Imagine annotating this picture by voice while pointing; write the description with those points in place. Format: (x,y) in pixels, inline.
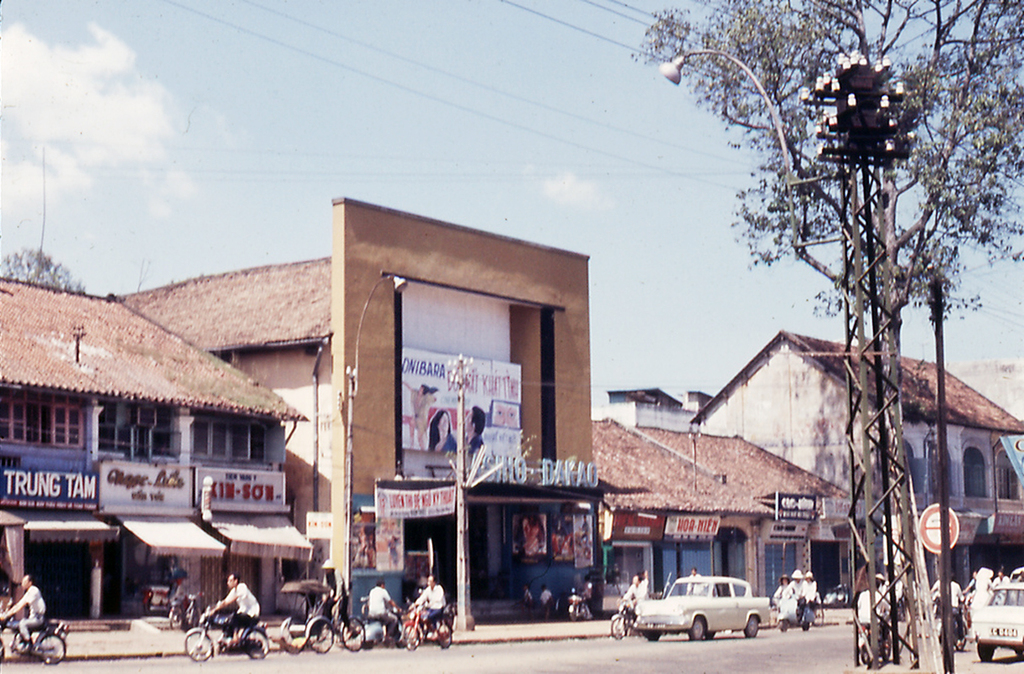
This picture is clicked in the city (402,481). In this picture, we see many people (245,586) riding bikes (424,627) and there are cars (724,587) moving on the road (330,658). On the right side (762,86), we see a tower (874,129), a street lights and a tree (932,270). There are many buildings (515,458) with a brown color roof (46,322). We see street lights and hoarding boards (275,472) in white color with some text (88,485) written on it. At the top of the picture (415,140), we see the sky (579,128) and the wires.
